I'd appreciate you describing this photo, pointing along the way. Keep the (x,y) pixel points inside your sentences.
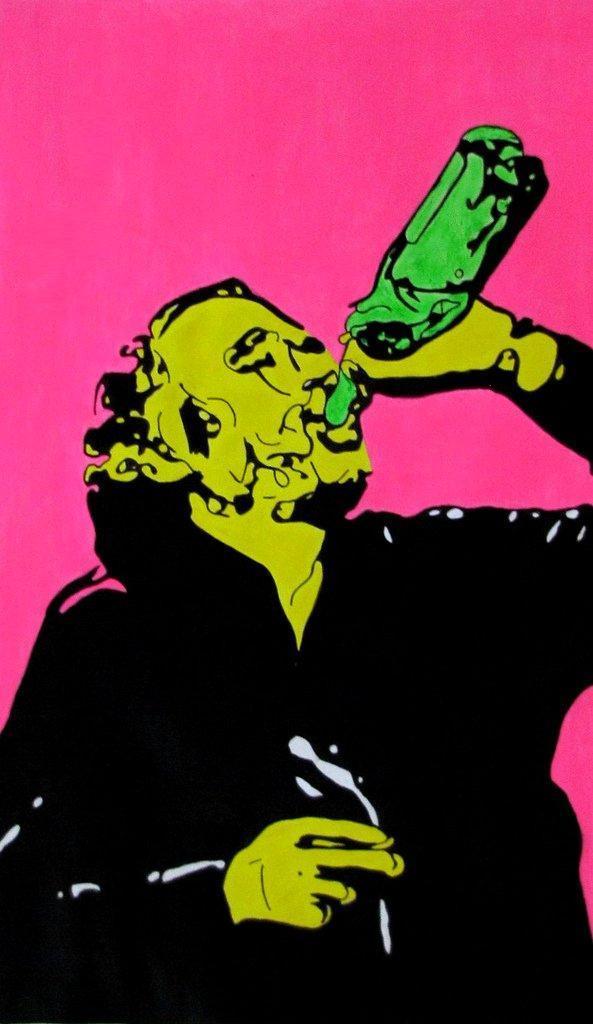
In this image in front (60,717) there is a depiction (535,861) of a person (314,407) holding a bottle (404,326) in his hand (454,382). On the backside (211,175) there is a pink wall (133,220).
